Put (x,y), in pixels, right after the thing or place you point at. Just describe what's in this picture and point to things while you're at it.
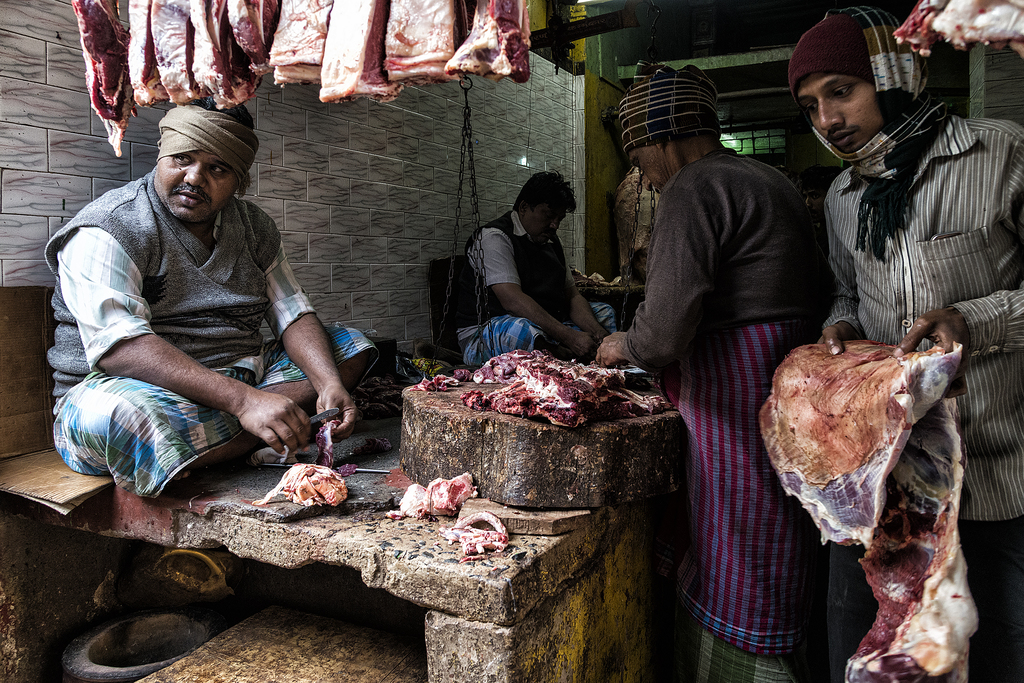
In this picture we can see a group of people (548,322), among them a man (189,383) holding a knife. There are chains (464,119), a wall (476,110), a window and there is meat (508,407) on the wooden log (510,432). A man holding meat (889,570). At the top of the image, there are few pieces of meat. In the bottom left corner of the image (121,650), there are some objects (126,629) and cardboard sheets (24,485).
